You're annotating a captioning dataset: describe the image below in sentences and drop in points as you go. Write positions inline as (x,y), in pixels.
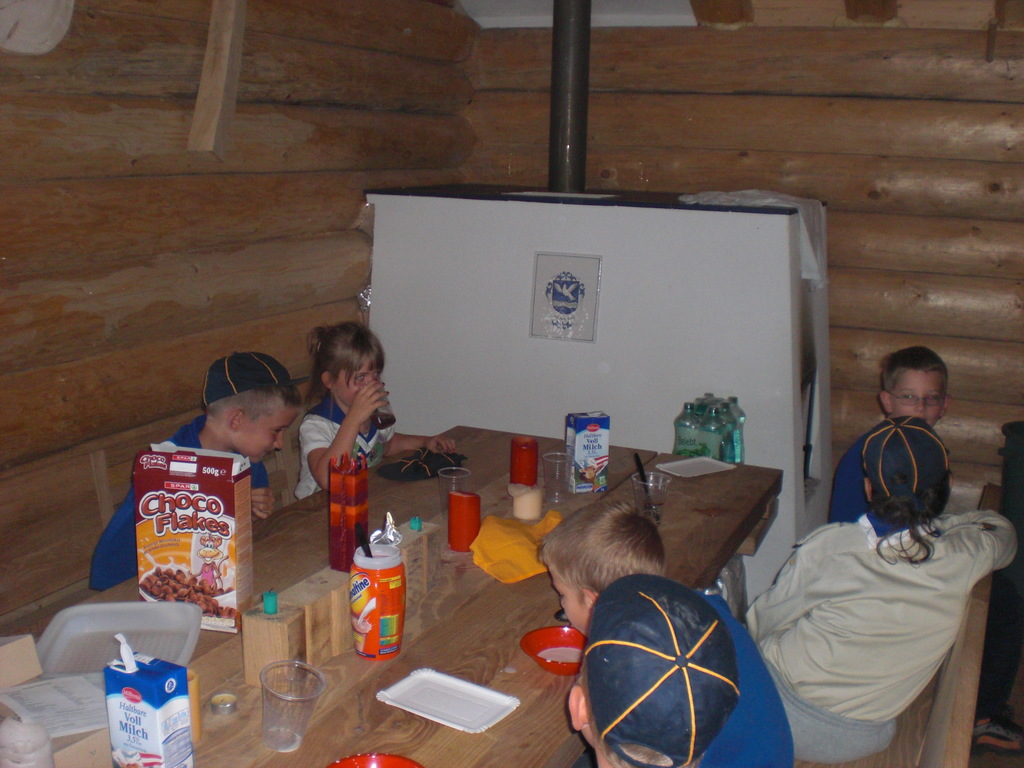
In the image we can see there are kids (357,388) who are sitting on the chair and in front of them there is a table (239,699) on which there is a box (204,502) on which it's written "Choco Flakes" and glass (564,466) and tetra pack of milk (598,485).
